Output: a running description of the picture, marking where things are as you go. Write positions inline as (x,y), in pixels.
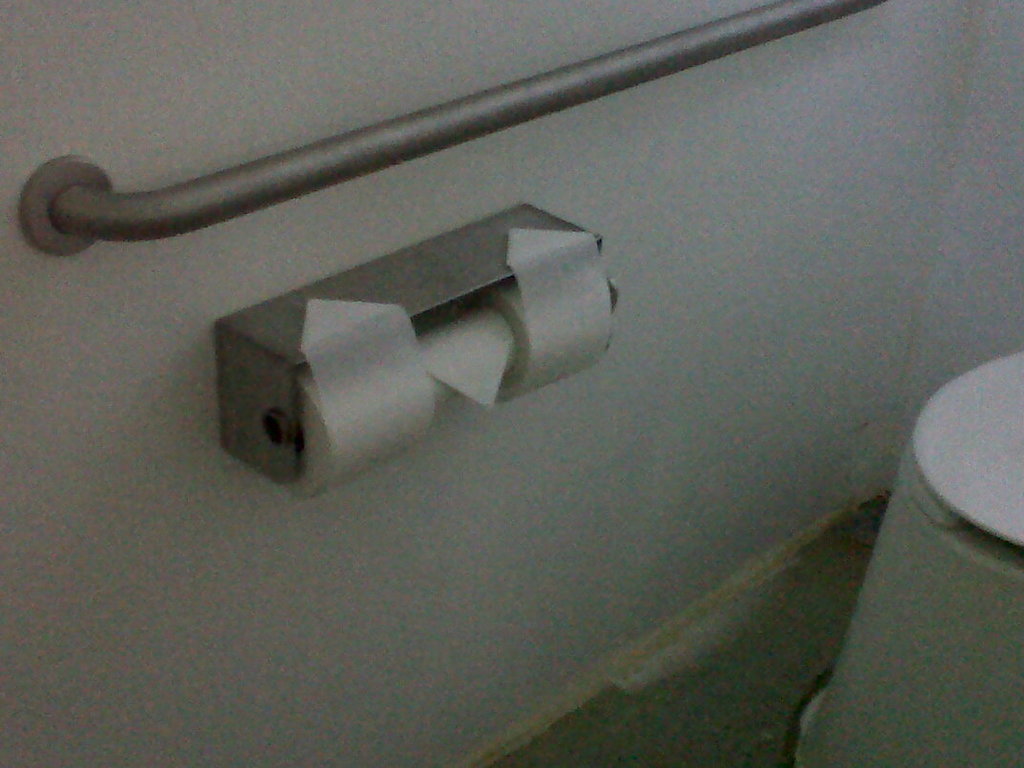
In this image we can see a wall (573,427), on the wall (379,714) there is a hanger rod (327,179) and a tissue roll (395,332), also we can see another object (915,584) on the surface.
